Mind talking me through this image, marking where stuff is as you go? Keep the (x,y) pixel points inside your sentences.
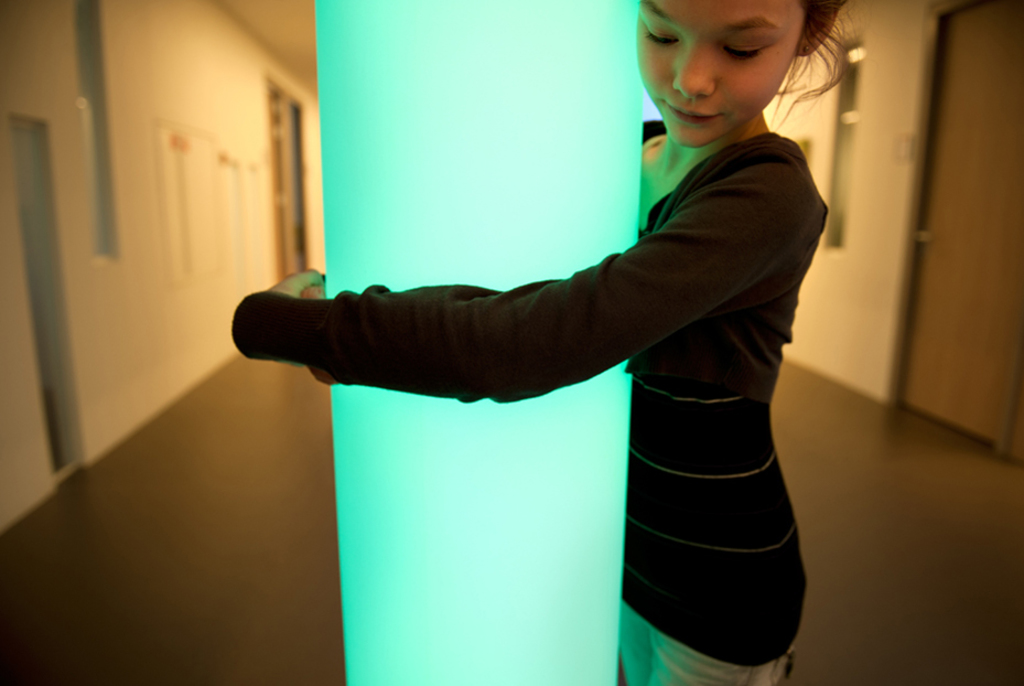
In this picture I can see a girl (535,356) holding a pillar (411,45) with her hands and looks like a inner view of a house (44,84).
